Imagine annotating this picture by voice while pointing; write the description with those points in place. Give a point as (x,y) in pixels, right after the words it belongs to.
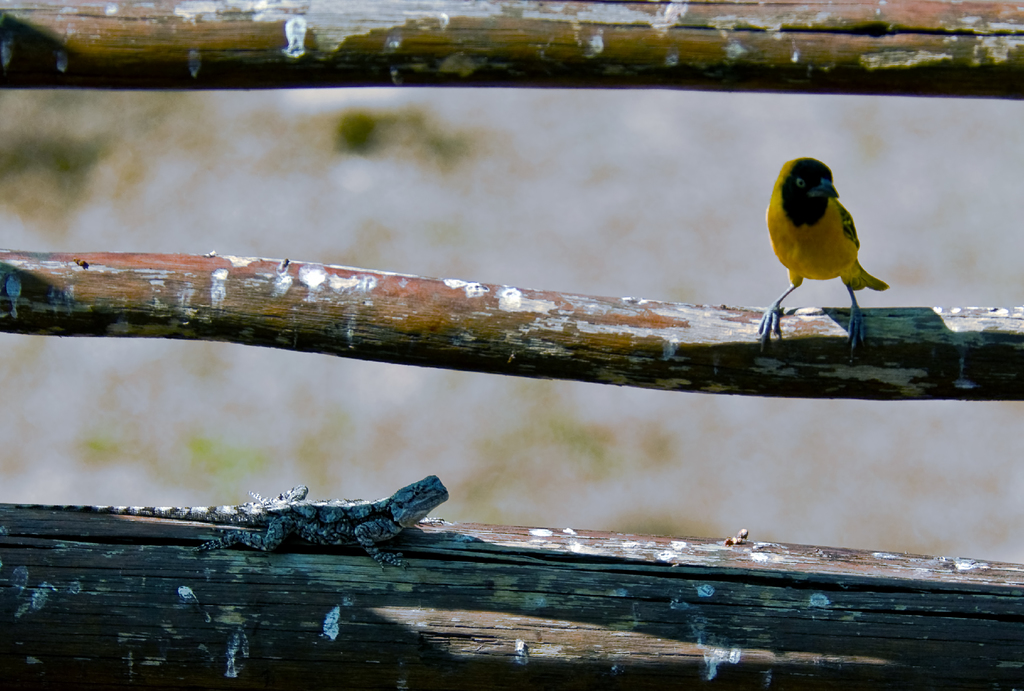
On the right side of the image (806,274) we can see a bird (826,248) on the fence (826,322). At the bottom (388,513) we can see a garden lizard (266,534).
